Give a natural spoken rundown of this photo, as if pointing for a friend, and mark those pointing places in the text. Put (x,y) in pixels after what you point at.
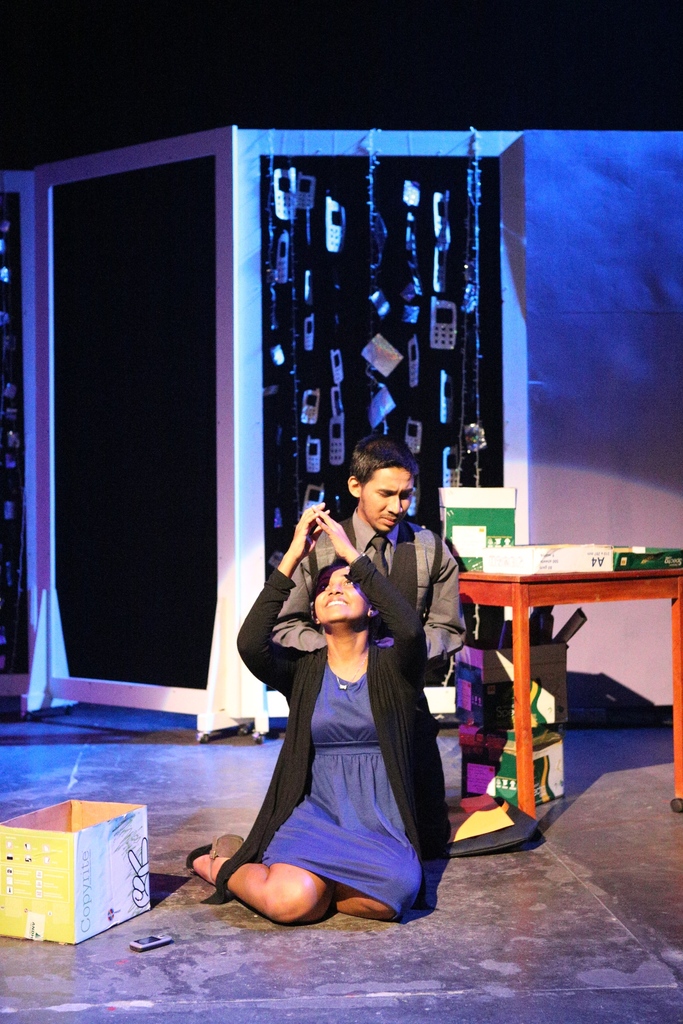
In the image we can see there are two people (415,589) who are in the image and beside them there is a box (46,851) and back of them there is a black wall (333,294) and a table (549,594) behind them.
